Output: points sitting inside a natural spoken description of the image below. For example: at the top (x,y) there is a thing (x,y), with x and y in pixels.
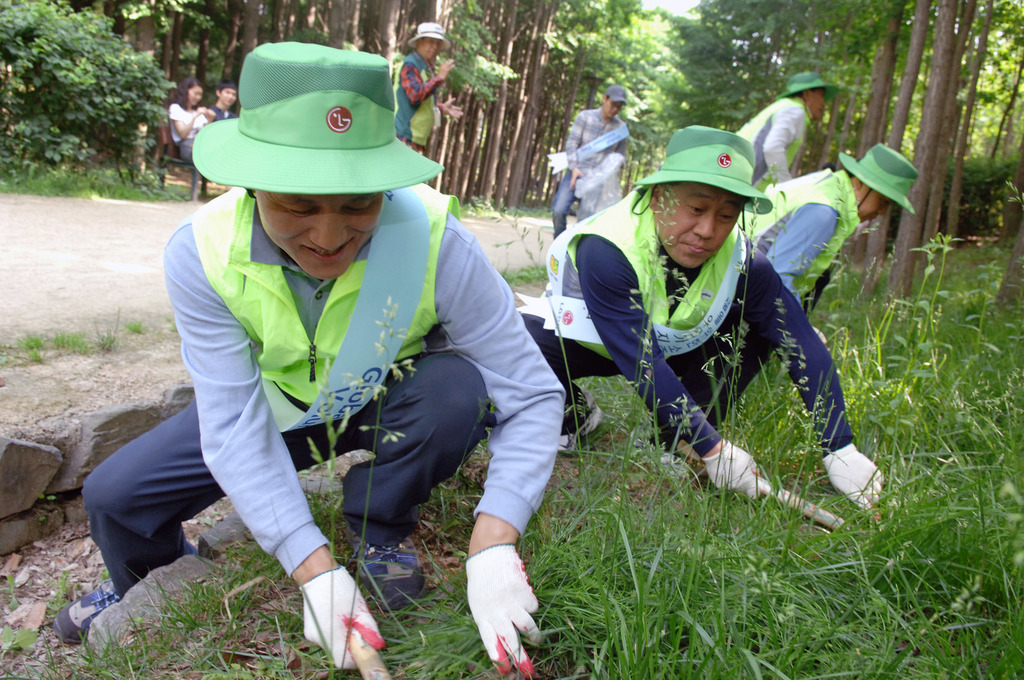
There is one person (399,385) wearing a cap (334,136) and holding an object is at the bottom of this image (420,458), and we can see some other persons (638,323) in the background (792,198), and there are trees (447,52) at the top of this image (885,116). There is a grassy land (768,416) on the right side of this image (889,467).
